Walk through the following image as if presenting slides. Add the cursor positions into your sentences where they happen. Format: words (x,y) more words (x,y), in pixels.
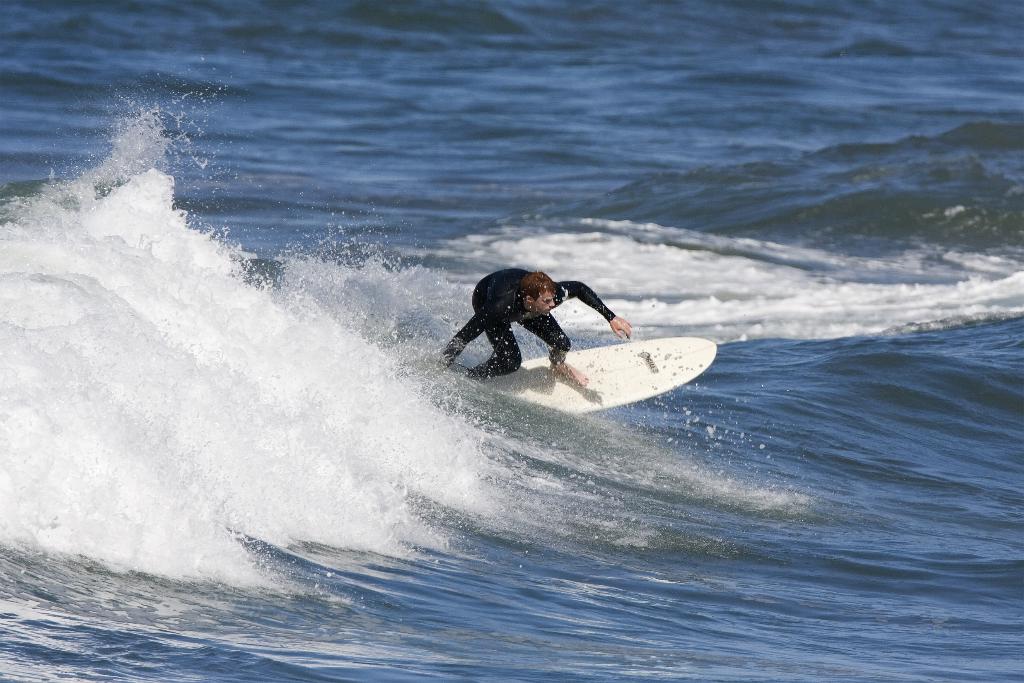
This image consists of a man (560,375) surfing in an ocean (630,415). At the bottom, there is white color surfboard (645,397). He is wearing black dress (502,359).
